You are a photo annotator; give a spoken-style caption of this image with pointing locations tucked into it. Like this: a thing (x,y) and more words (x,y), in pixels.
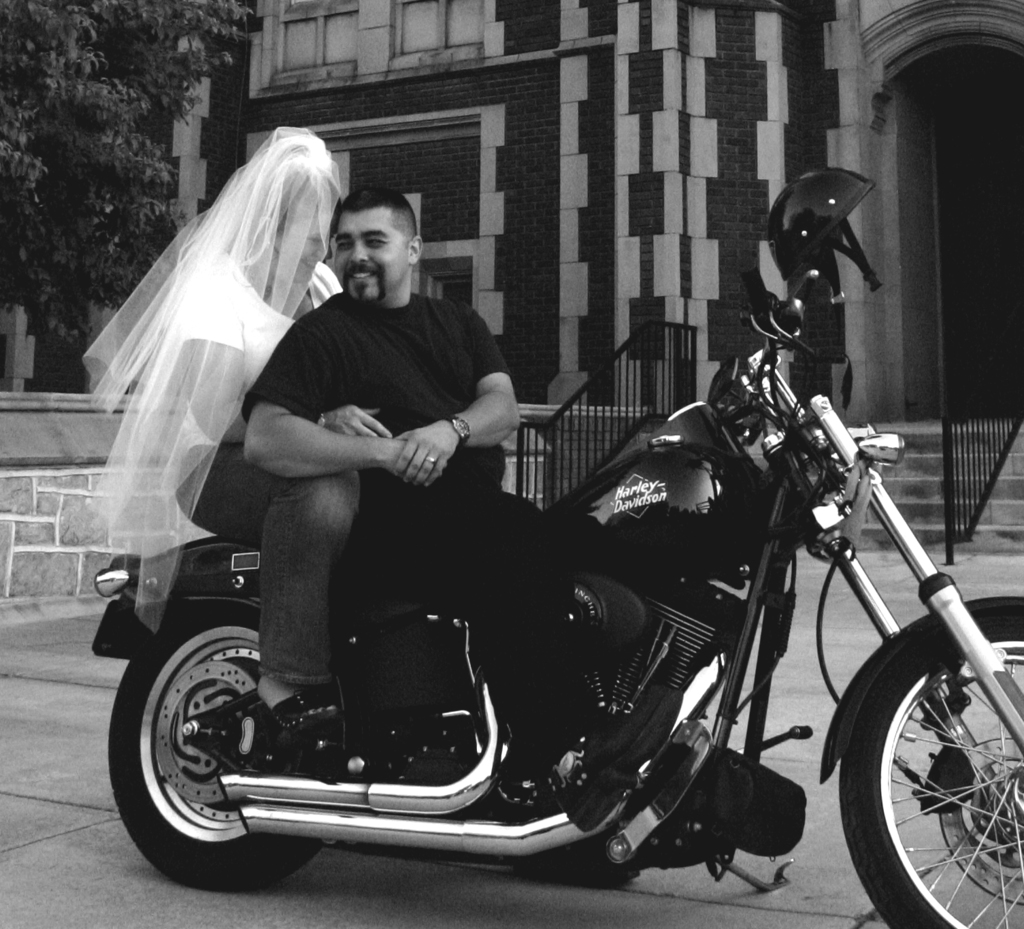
In this picture we can see man (323,398) and woman (298,280) sitting on bike (204,574) and they are smiling and in background (971,371) we can see steps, fence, arch (903,69), building (571,120), tree (100,137).
